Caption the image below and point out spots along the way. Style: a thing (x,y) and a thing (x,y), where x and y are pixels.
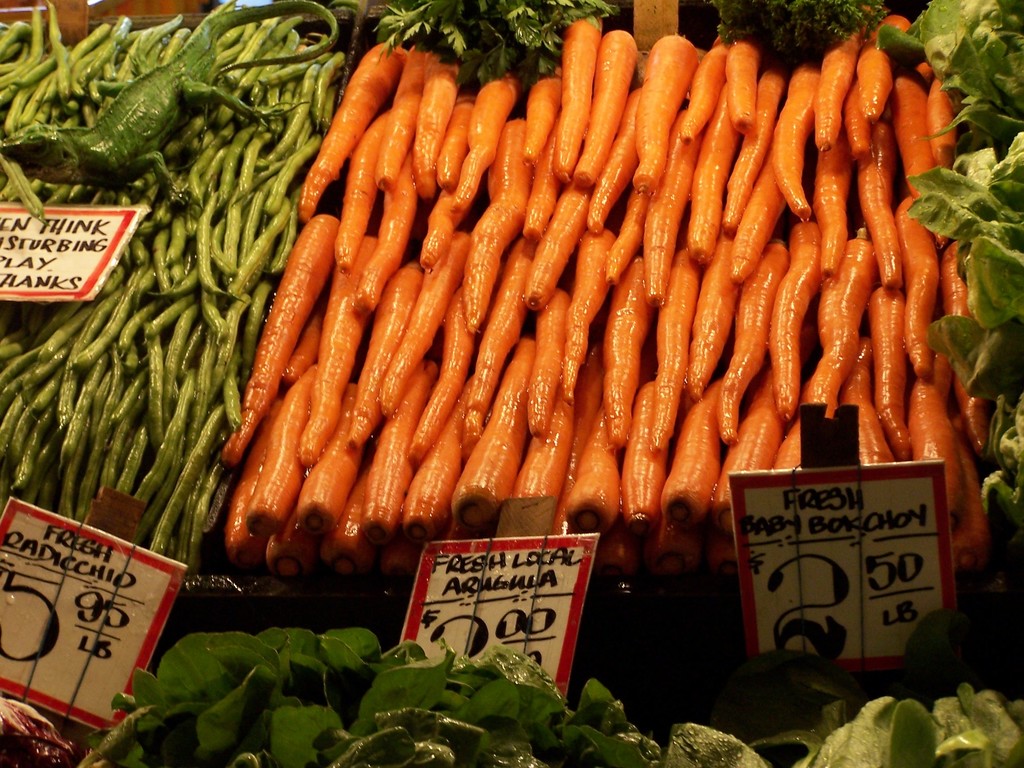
In this image we can see few vegetables (317,221) and boards (121,588) with text (107,597).
